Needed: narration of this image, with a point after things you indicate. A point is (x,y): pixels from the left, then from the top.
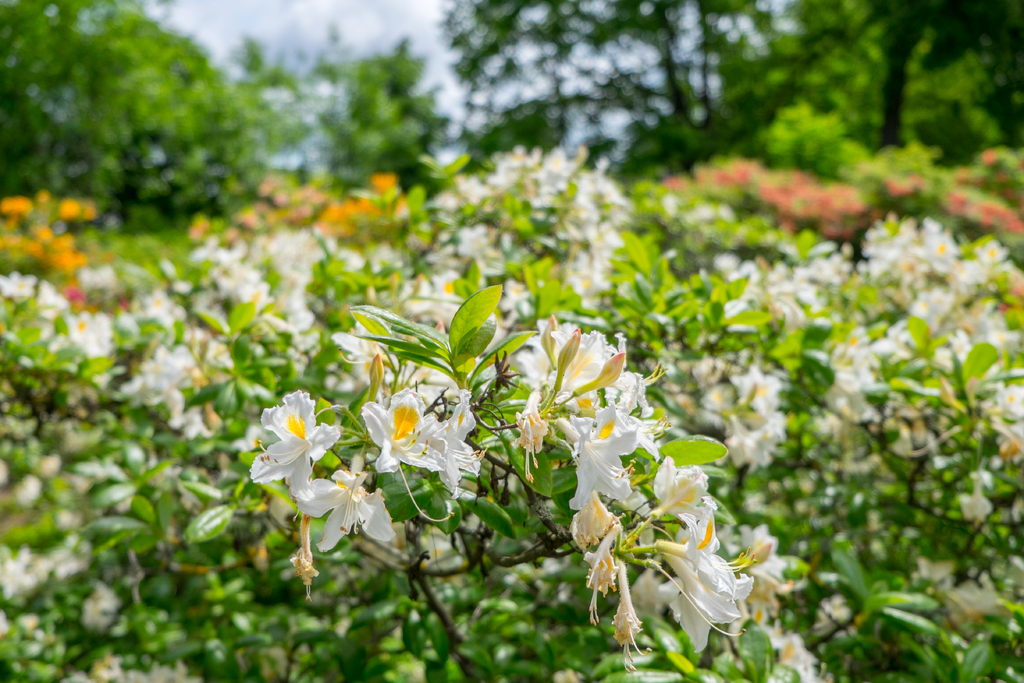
In this image I see plants (454,264) on which there are flowers (411,294) which are of orange, white and red in color. In the background (830,120) I see the trees (378,66) and the sky (412,36) and I see that it is blurred in the background (249,163).
